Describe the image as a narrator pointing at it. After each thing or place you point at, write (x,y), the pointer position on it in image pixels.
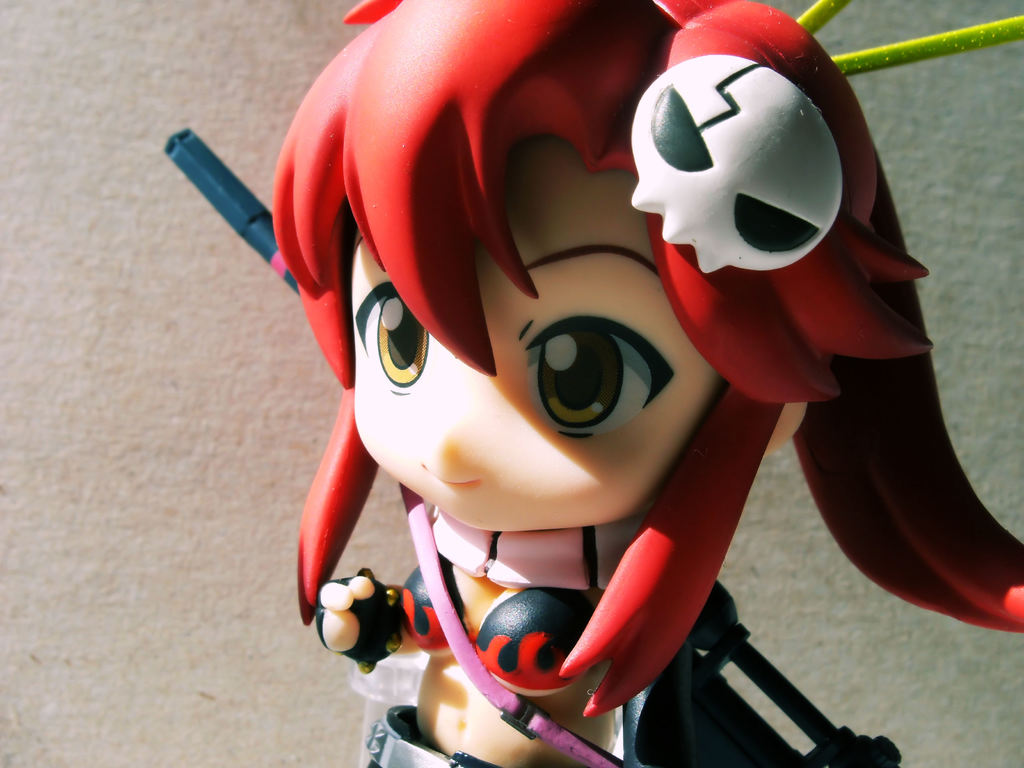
In the center of the image (655,269) there is a toy (612,499). At the bottom of the image (94,557) there is wall (91,513).
